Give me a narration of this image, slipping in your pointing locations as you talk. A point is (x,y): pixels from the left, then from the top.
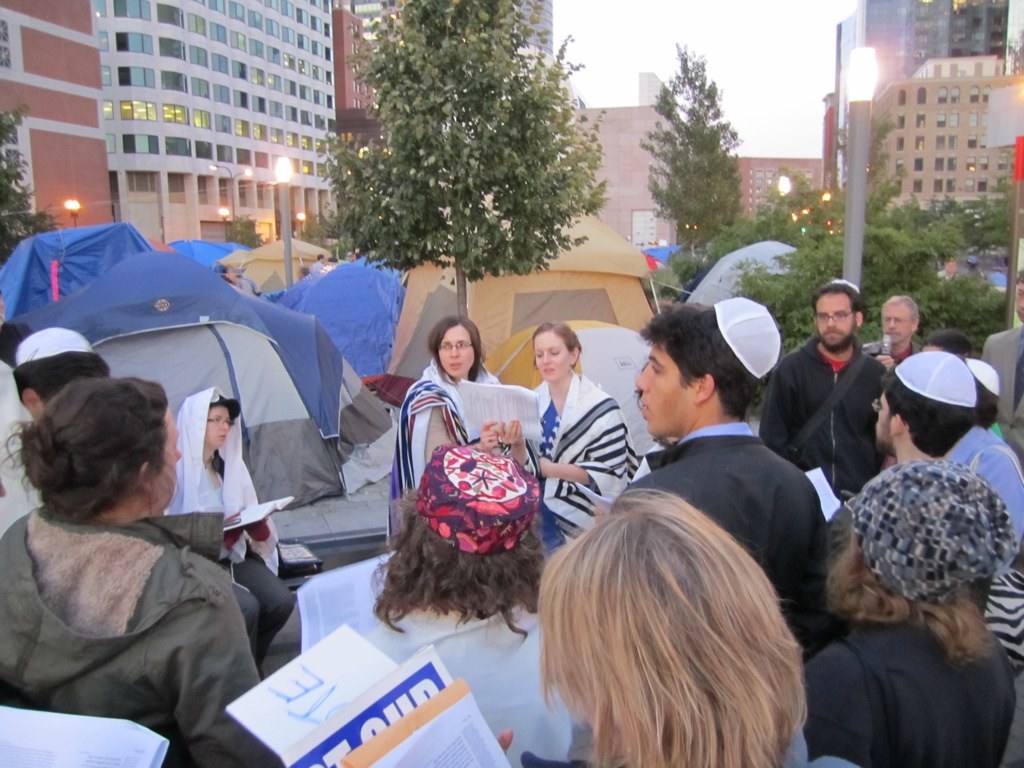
In this image there are a group of people (244,565) who are holding papers (255,506), and some of them reading and one person (918,344) is holding a mike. On the right side (944,323) and in the background (293,240) there are tents (608,239), trees (814,200), poles (859,206), lights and buildings (947,150). At the top (652,66) there is sky (631,61).
